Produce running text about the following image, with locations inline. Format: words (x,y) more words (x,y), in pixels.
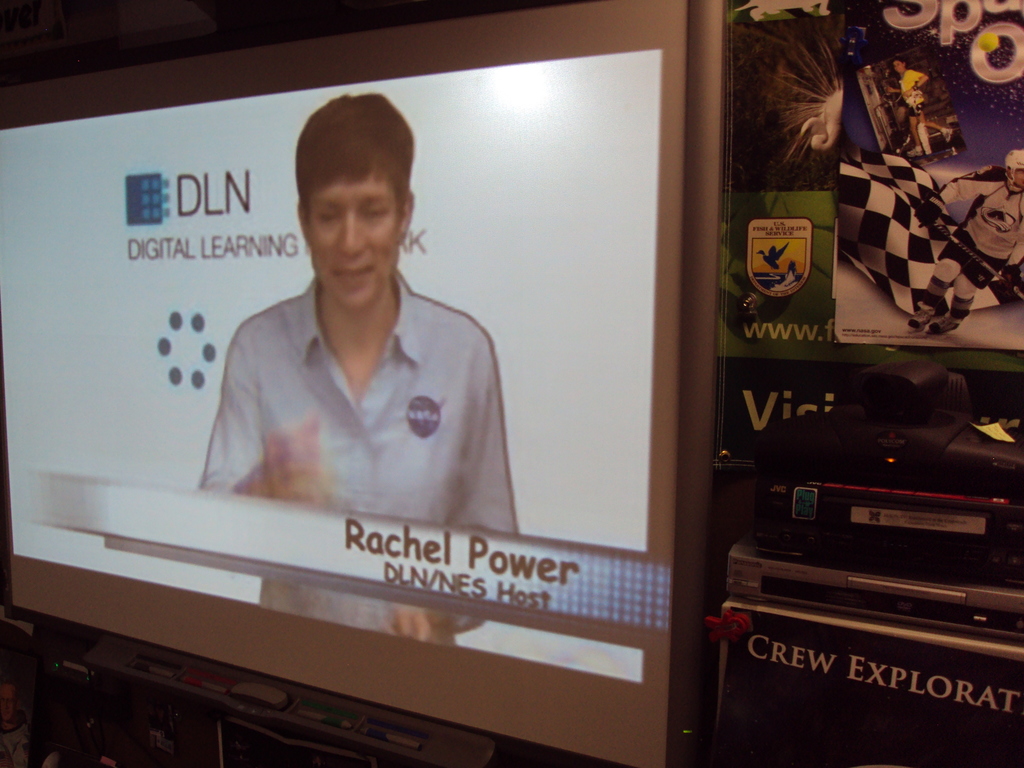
In this picture I can see a screen (332,209) on the center of this image (351,258) and on the screen (396,208) I see a woman (370,189) and I see something is written and on the right side of this image (773,144) I see the posters (853,141) on which there are pictures (910,158) and a logo (780,242) and I see few equipment (811,506) on the right bottom of this image (904,564).
